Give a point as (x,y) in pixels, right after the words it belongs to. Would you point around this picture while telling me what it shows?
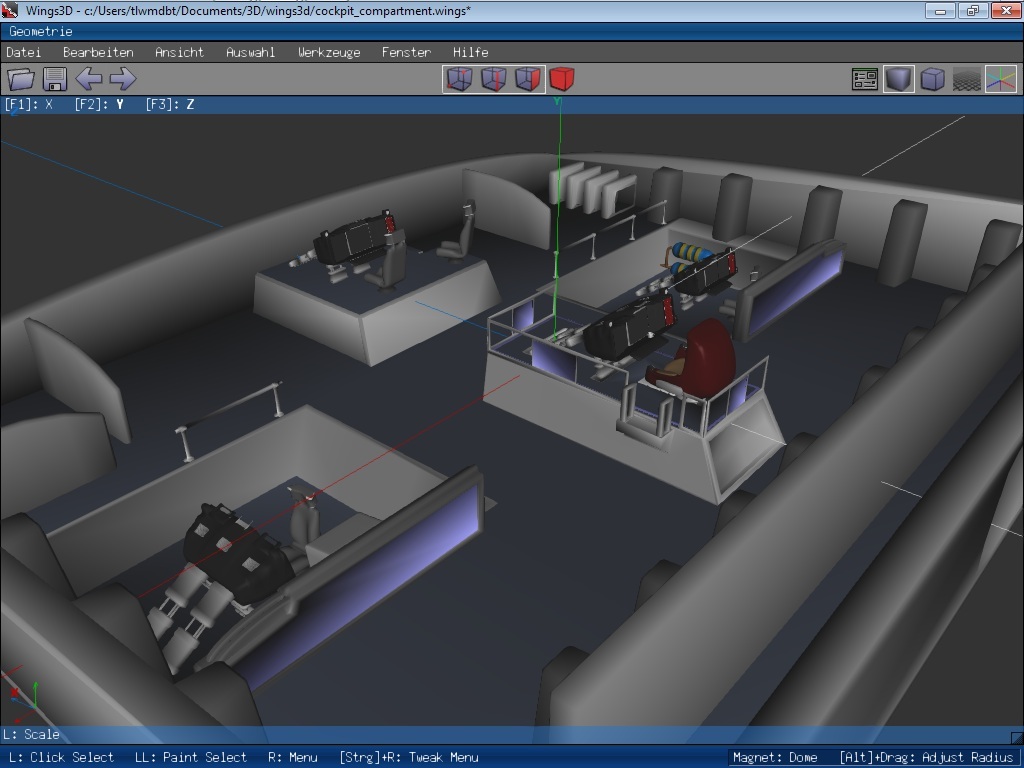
This image looks like a computer screen (635,343), in which I can see a text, some objects (386,343) and icons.
